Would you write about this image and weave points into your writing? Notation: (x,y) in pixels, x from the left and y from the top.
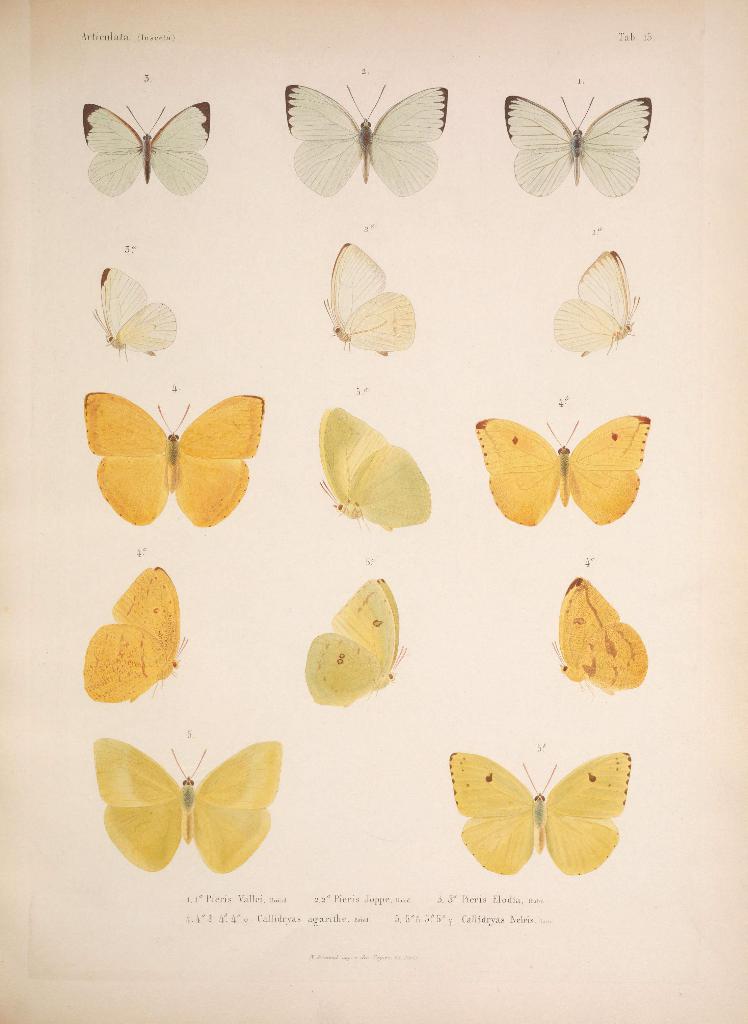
In this image, I can see the photos (250,812) of different types of butterflies (574,861) and there are words (531,903) on a paper (624,79).
